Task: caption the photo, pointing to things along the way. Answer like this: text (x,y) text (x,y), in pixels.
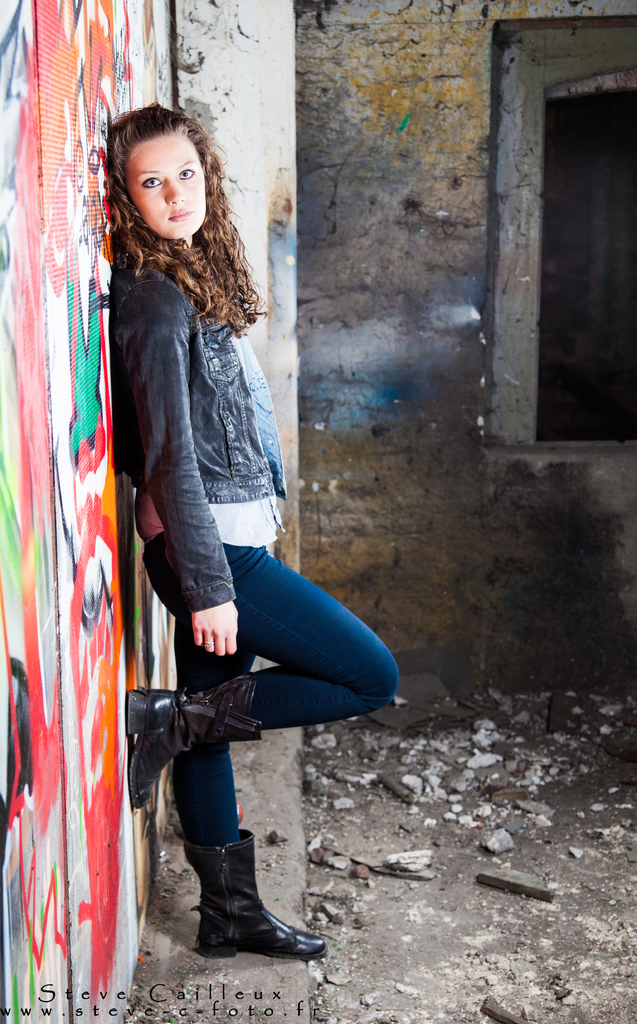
In this image I can see the person (237,511) wearing the white and blue color dress (236,545). At the back of the person (300,617) I can see the wall (67,513) with painting (41,428). In the background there is a window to the wall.
